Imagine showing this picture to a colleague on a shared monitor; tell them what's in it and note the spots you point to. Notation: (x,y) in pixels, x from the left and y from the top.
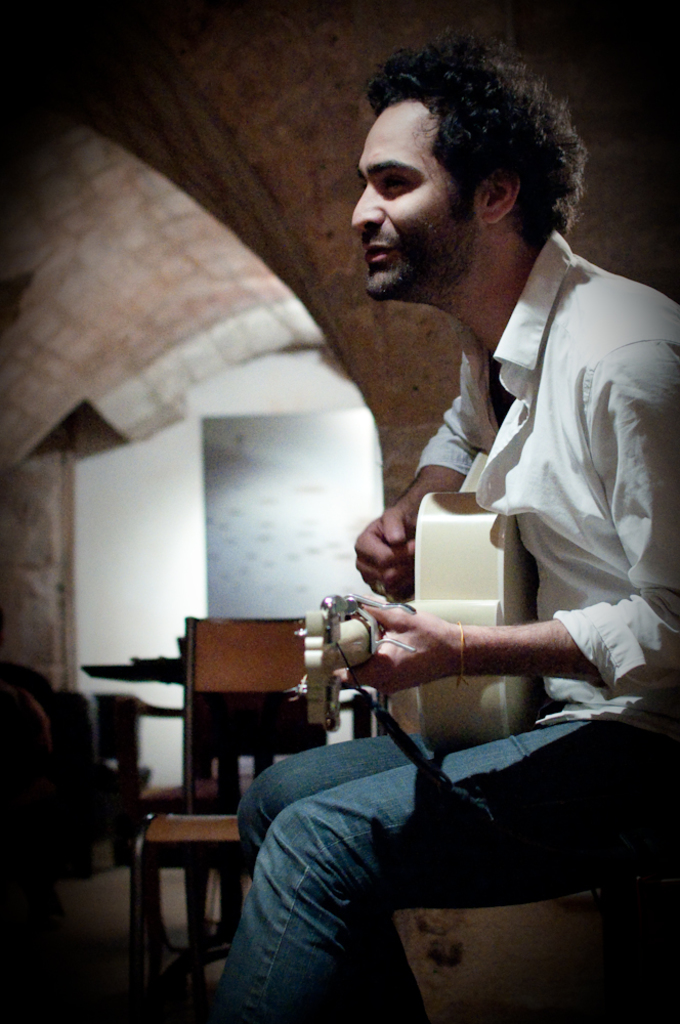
This picture seems to be clicked inside the room (396,343). On the right (462,432) there is a man (438,642) wearing white color shirt (462,423), sitting and playing guitar (422,588). On the left (205,665) we can see a chair (245,698) and some other objects (149,784) are placed on the ground (34,951). In the background (144,313) we can see the wall (117,534), roof (111,389) and some other objects (241,582).
